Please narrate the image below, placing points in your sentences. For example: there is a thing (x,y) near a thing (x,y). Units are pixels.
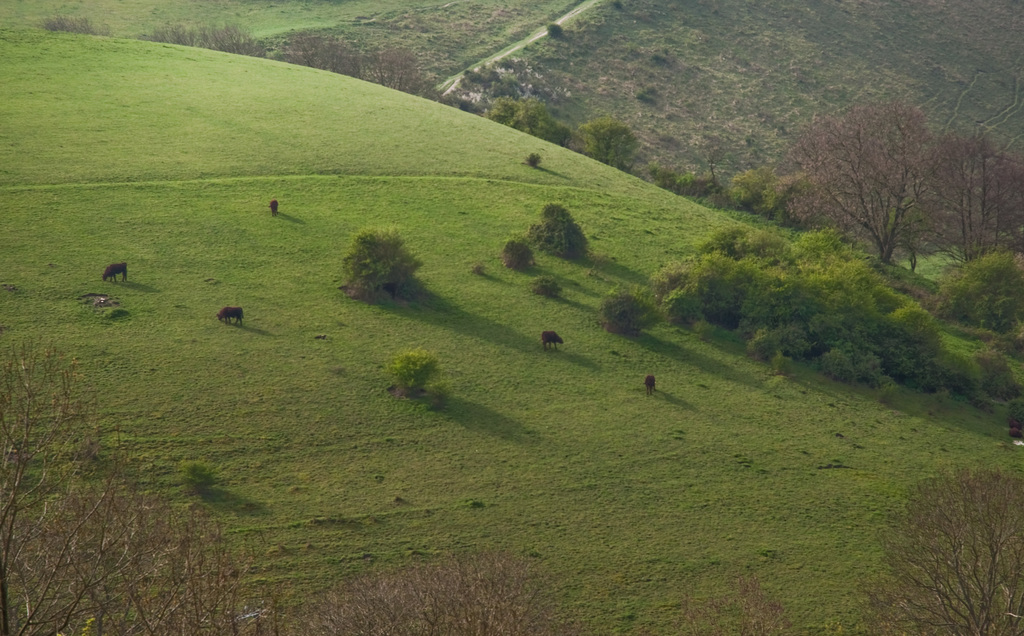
In center of the image (501,325) there is grass (233,327). There are animals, trees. At the bottom of the image (74,556) there are trees (133,527). In the background of the image (577,9) there is a road (450,82).
